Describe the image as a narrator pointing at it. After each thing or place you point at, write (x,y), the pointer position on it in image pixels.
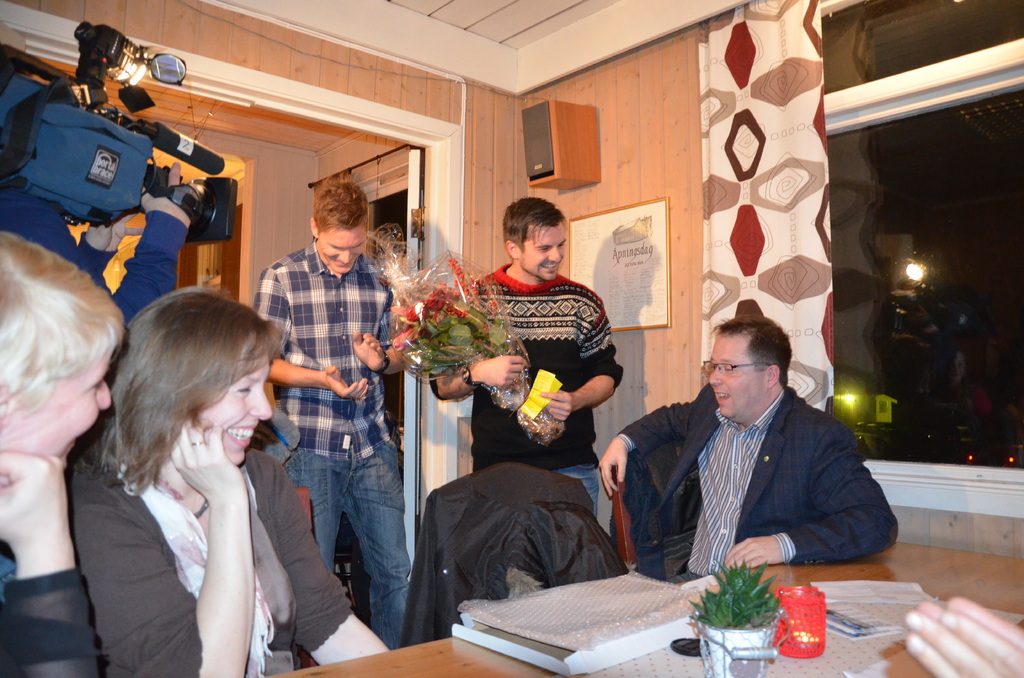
In this image there is a table (879,603), on that table (949,555) there are books (871,617) and a pot (735,655), around the table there are three persons (149,654) sitting on chairs (600,536), behind them there are three persons (484,368) standing, one is holding a bouquet (465,328) in his hands (521,368) and another is holding a camera (87,204), in the background (662,88) there is a wooden wall (643,142), for that wall (677,145) there is a window (869,46), curtain (748,125) and doors (410,184), at the top (369,2) there is a ceiling (568,46).
